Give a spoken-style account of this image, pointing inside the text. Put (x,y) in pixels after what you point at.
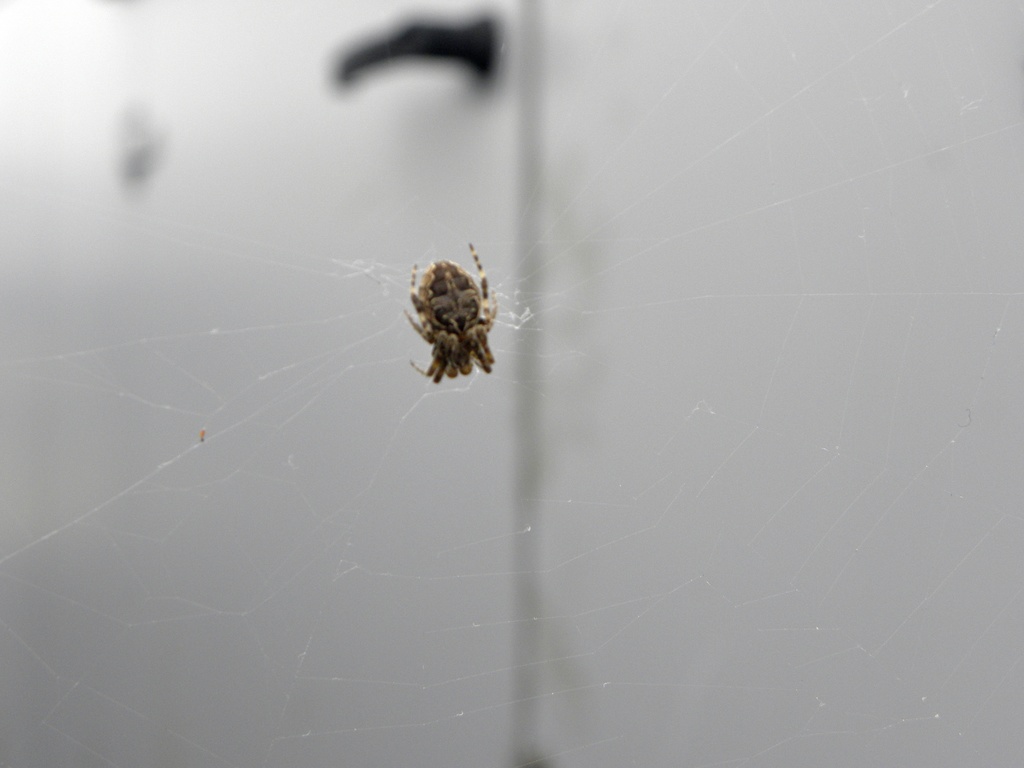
In the front of the image (428,281) there is a spider (461,300) and spider web (532,410). In the background of the image (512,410) it is blurry and I can see door handle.
